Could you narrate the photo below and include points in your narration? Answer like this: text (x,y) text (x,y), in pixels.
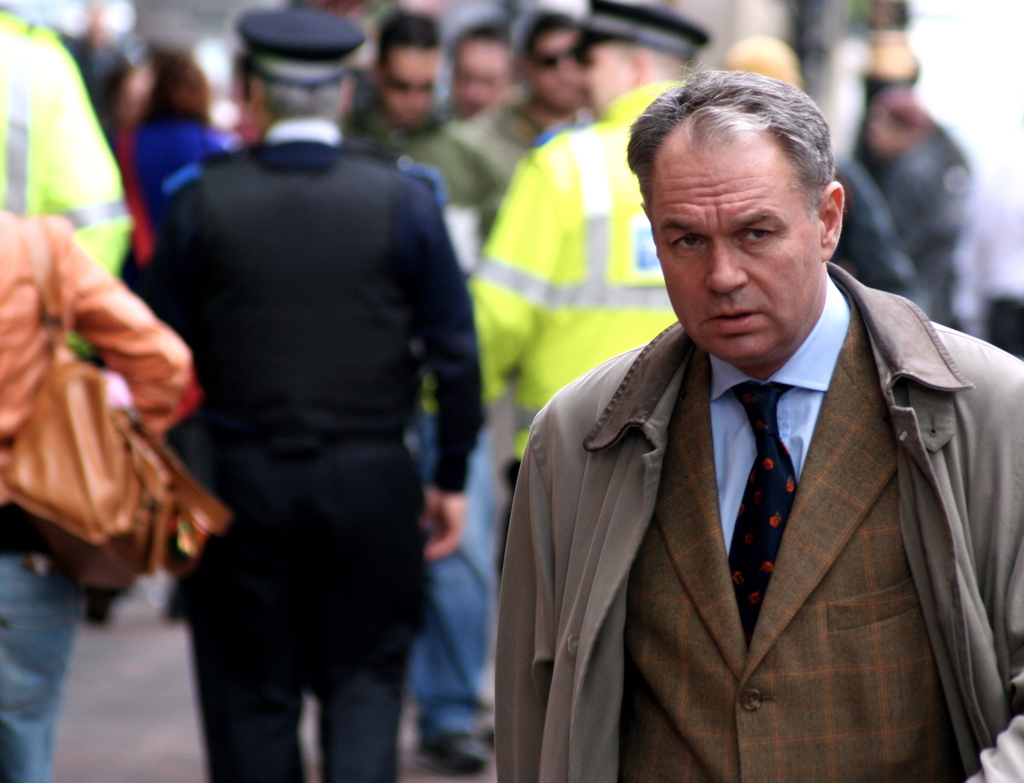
In this image, I can see a man (778,648) standing. In the background (273,512), there are group of people (469,327) standing.
